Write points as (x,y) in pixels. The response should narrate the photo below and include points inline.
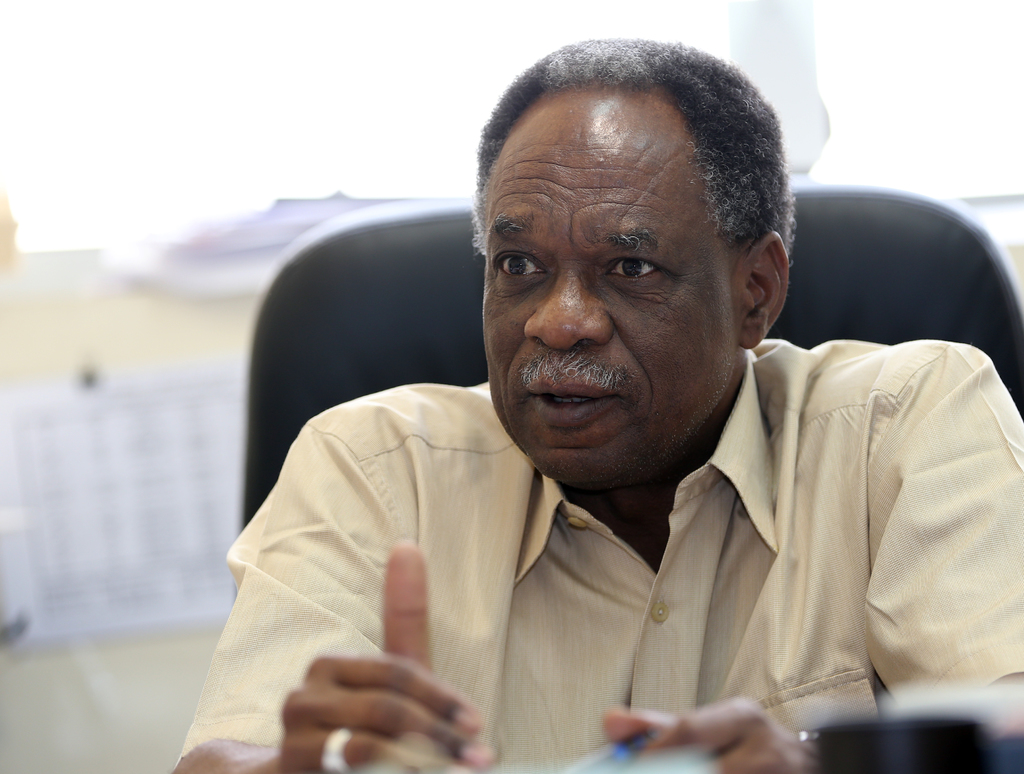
A man (566,700) is talking, he wore shirt (806,581).
